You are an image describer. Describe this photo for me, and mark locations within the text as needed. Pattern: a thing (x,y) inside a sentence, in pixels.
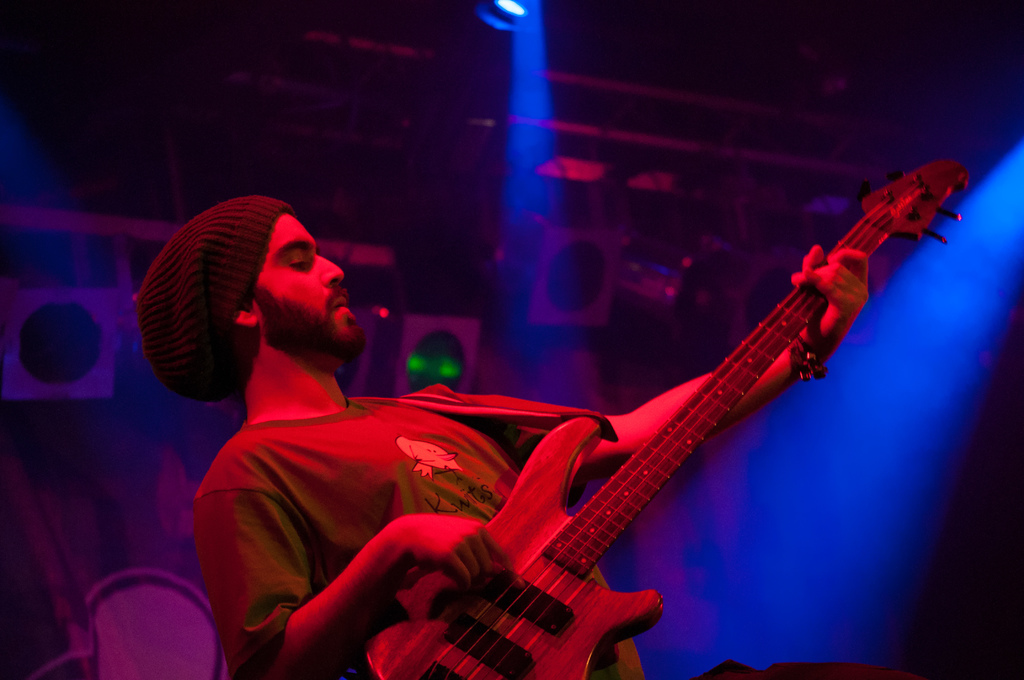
In this image and in this room (483,314) one person (297,242) is playing the guitar (669,475) and background (394,160) is very dark.
